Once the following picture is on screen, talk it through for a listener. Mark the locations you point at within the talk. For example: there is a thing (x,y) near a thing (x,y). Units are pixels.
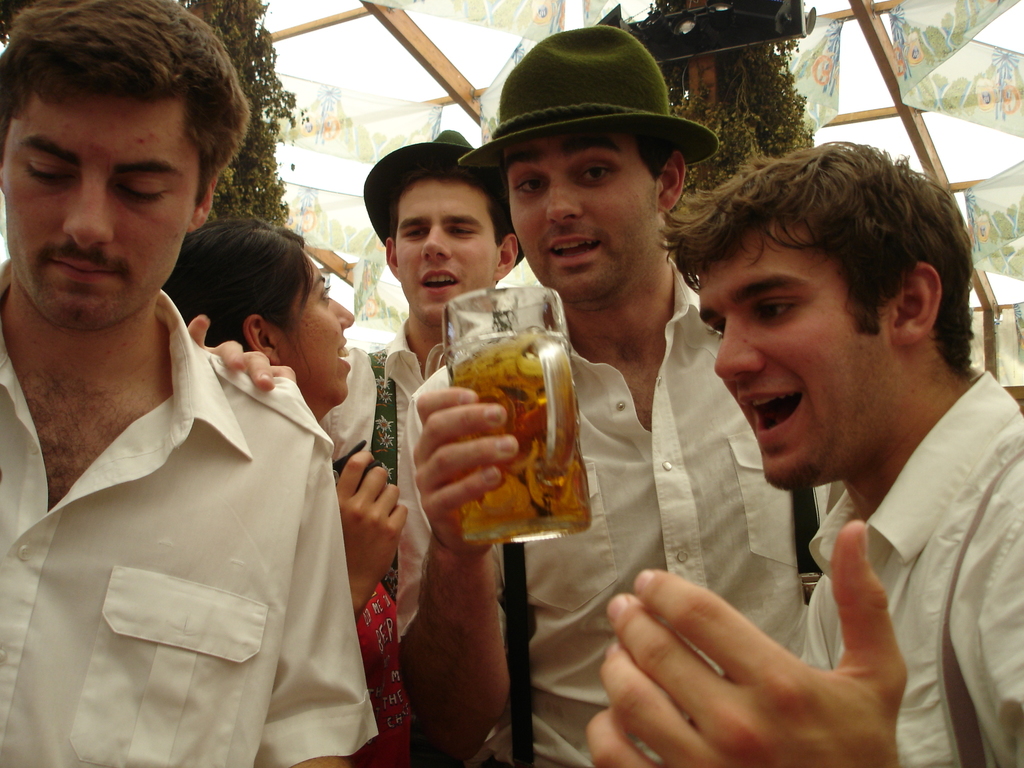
There is a group of people (569,143). In the center (622,508) we have white shirt color person (666,367). He's holding a glass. We can see in the background (249,191) trees (238,175), wooden sticks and banners (1022,180).
